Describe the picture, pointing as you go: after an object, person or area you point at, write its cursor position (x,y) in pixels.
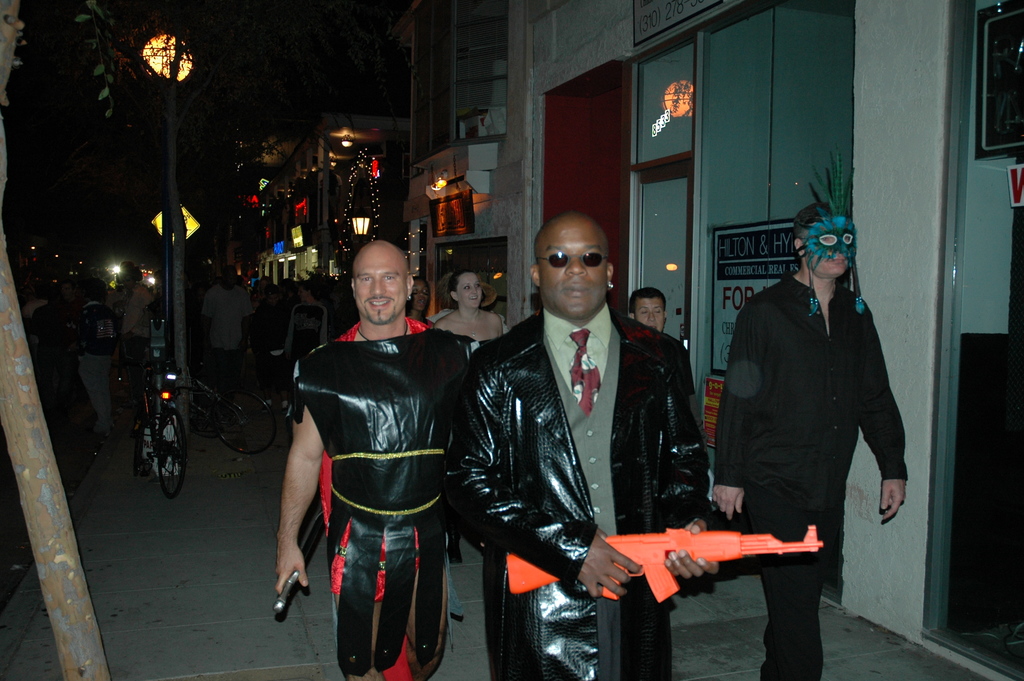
In this image we can see some group of persons (397,416) walking through the sidewalk (172,544) and in the background of the image (238,221) there are some buildings (515,254), trees (176,26), bicycles (164,396), lights (151,52) in the foreground of the image (581,413) there is person (606,431) wearing black color suit (671,498) holding a plastic gun (636,558) in his hands (619,555).
